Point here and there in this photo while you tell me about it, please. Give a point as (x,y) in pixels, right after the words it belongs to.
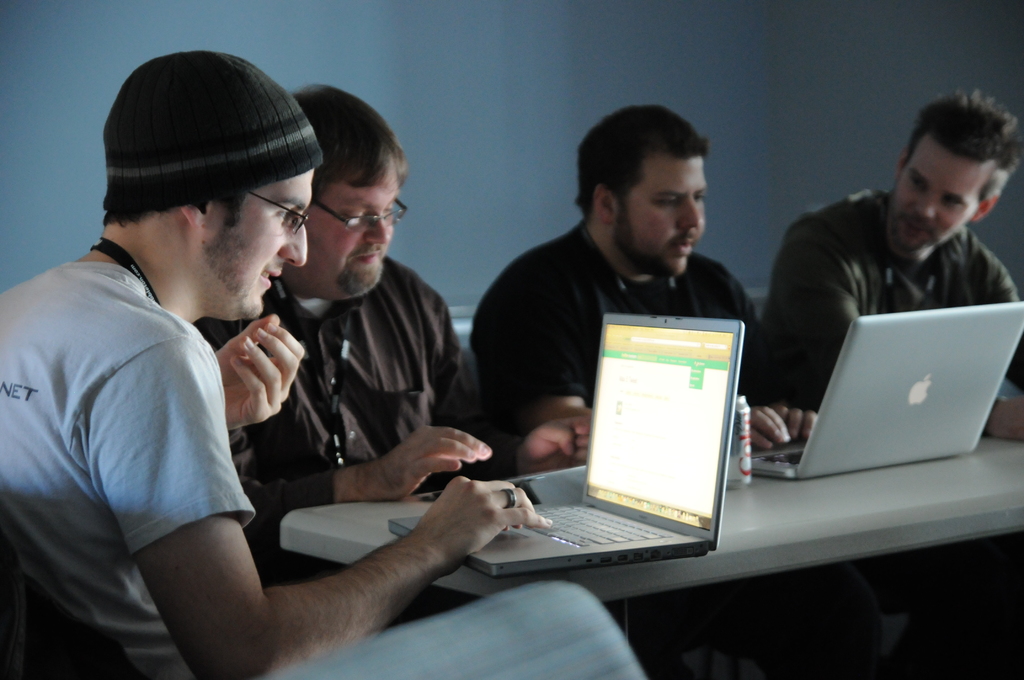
In this image we can see a few people (321,471) sitting, in front of them there is a table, on the table (766,481), we can see two laptops (770,463) and a tin (748,450), in the background (560,69) we can see a wall (776,175).
